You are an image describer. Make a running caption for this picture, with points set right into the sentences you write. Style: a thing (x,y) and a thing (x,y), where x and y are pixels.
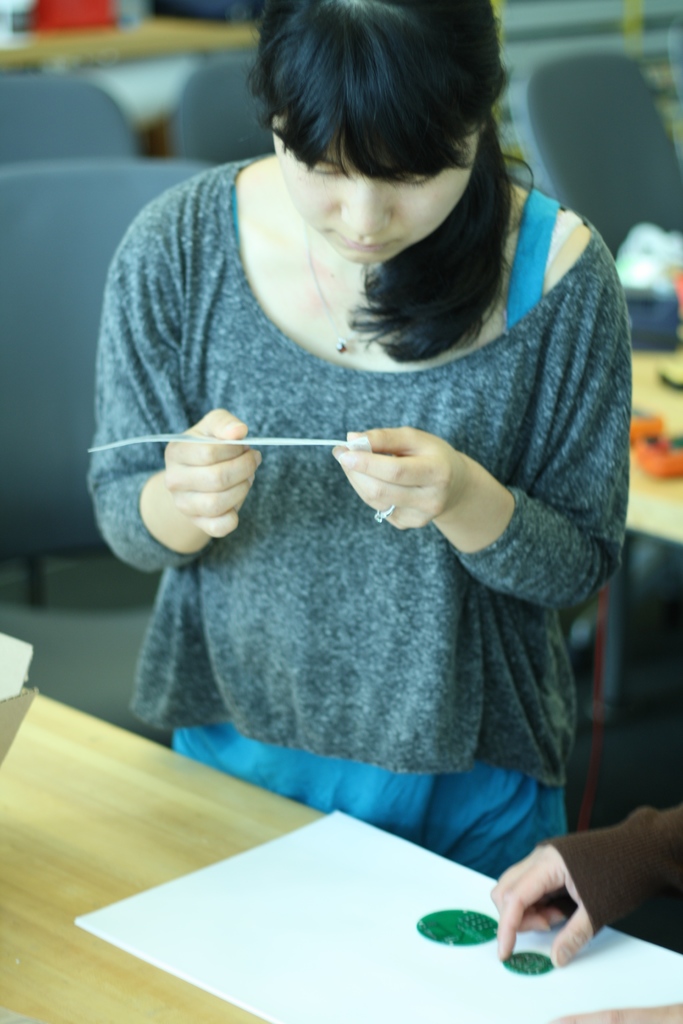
In this image we have a woman (365,519) who is wearing a grey color top (396,591) and holding a paper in a hands (448,517). In front (225,887) her we have a table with a white color paper (362,990) on it. Behind this we have a few chairs (91,216) and table (678,525).
